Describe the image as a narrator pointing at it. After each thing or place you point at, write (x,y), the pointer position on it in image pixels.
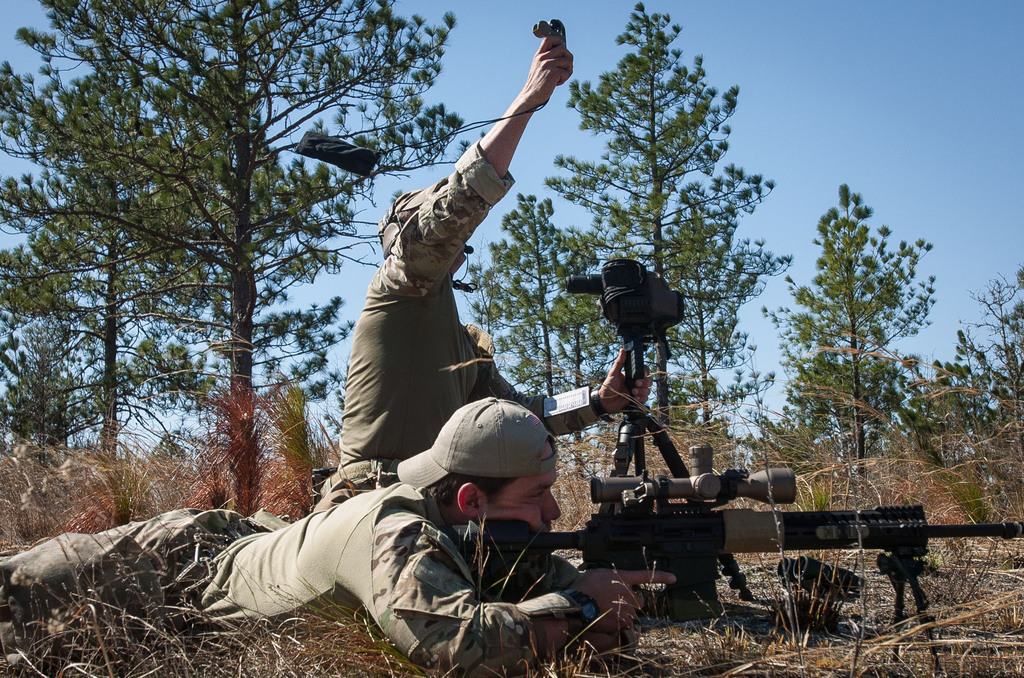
One person (365,493) is holding a weapon (651,546) and another person (411,387) is holding objects (606,270). Background of the image (201,452) we can see grass (874,478), trees (715,222) and sky (831,90).
